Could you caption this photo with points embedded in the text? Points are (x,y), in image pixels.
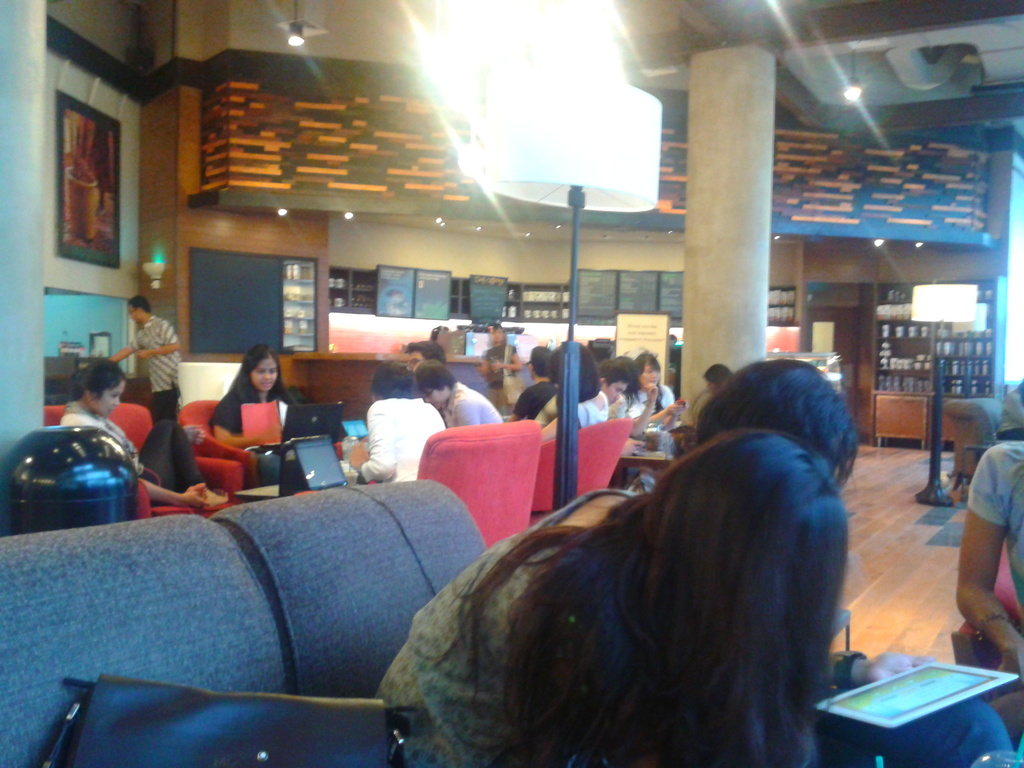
In this picture we can see some persons (451,595) are sitting on the chairs (330,621). This is the floor (897,564). And there is a lamp (559,157). Here we can see a pillar (763,192). On the background (287,144) there is a wall (200,151) and these are the lights (300,21).
